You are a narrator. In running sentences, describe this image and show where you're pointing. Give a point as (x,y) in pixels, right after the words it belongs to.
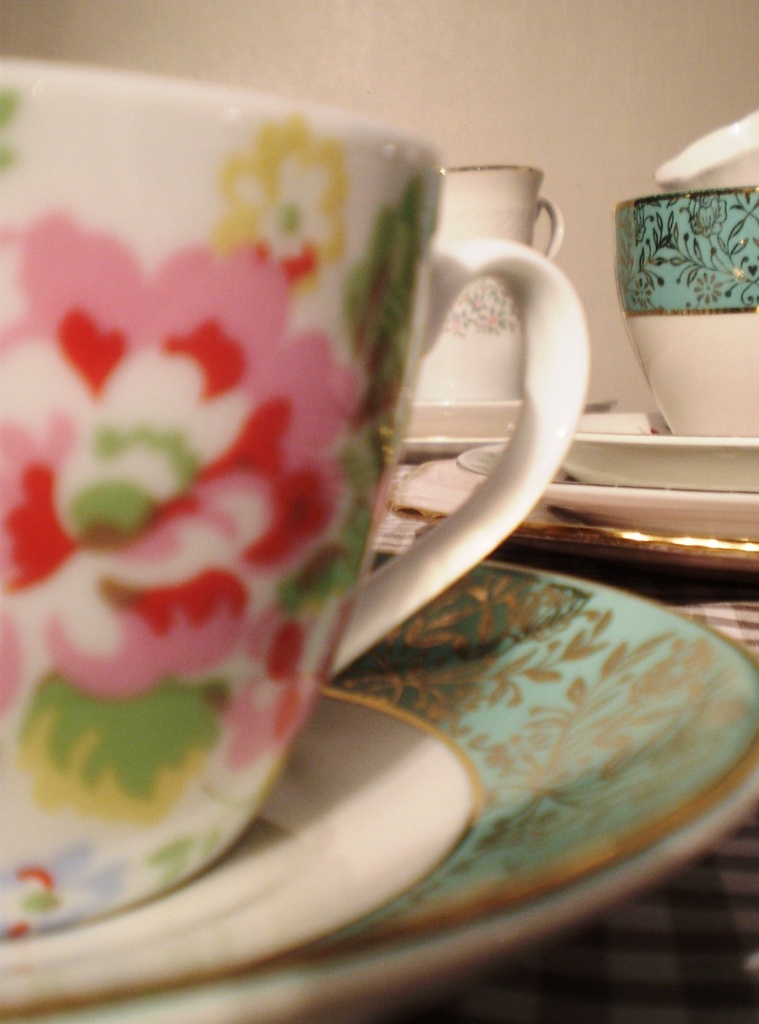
In this image I can see the cups (248,684) and saucers (361,773). These are on the brown and white color cloth (623,956). In the background (364,29) I can see the wall (471,154).
